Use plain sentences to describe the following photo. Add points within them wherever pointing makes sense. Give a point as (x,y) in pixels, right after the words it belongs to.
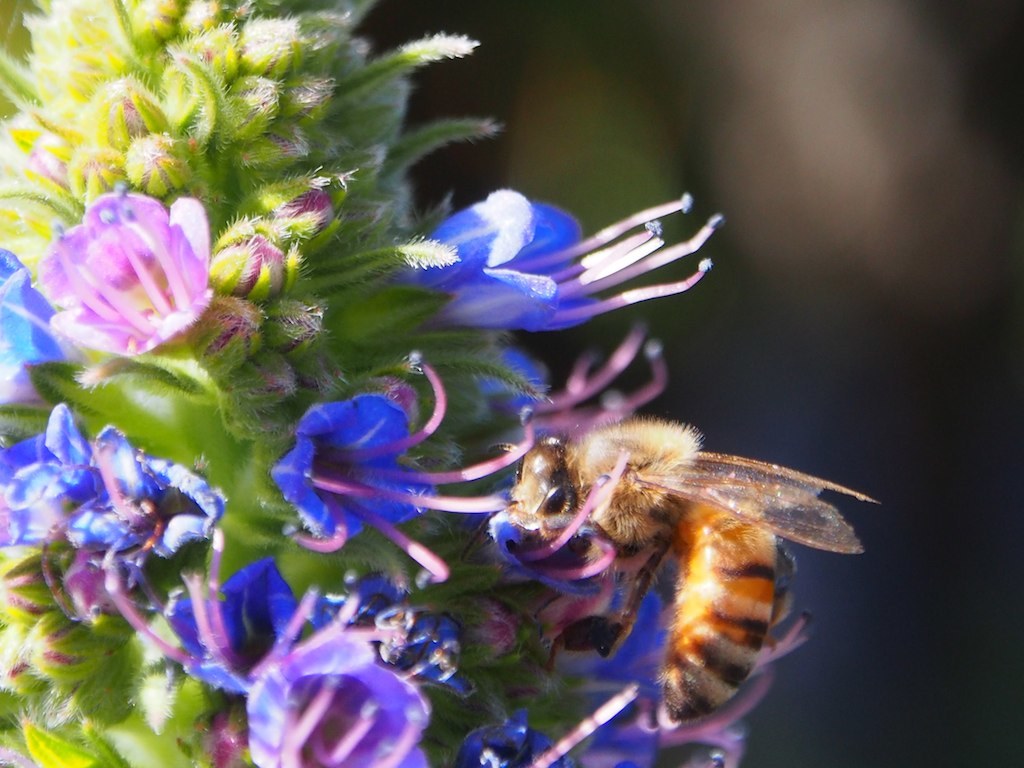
In this picture, we see the plants (182,421) which have flowers (102,350) and the buds (241,318). These flowers (187,288) are in violet and blue color. We see the honey bee (584,482) is sucking the honey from the flowers (442,568). On the right side (818,168), it is black in color. This picture is blurred in the background (775,331).
